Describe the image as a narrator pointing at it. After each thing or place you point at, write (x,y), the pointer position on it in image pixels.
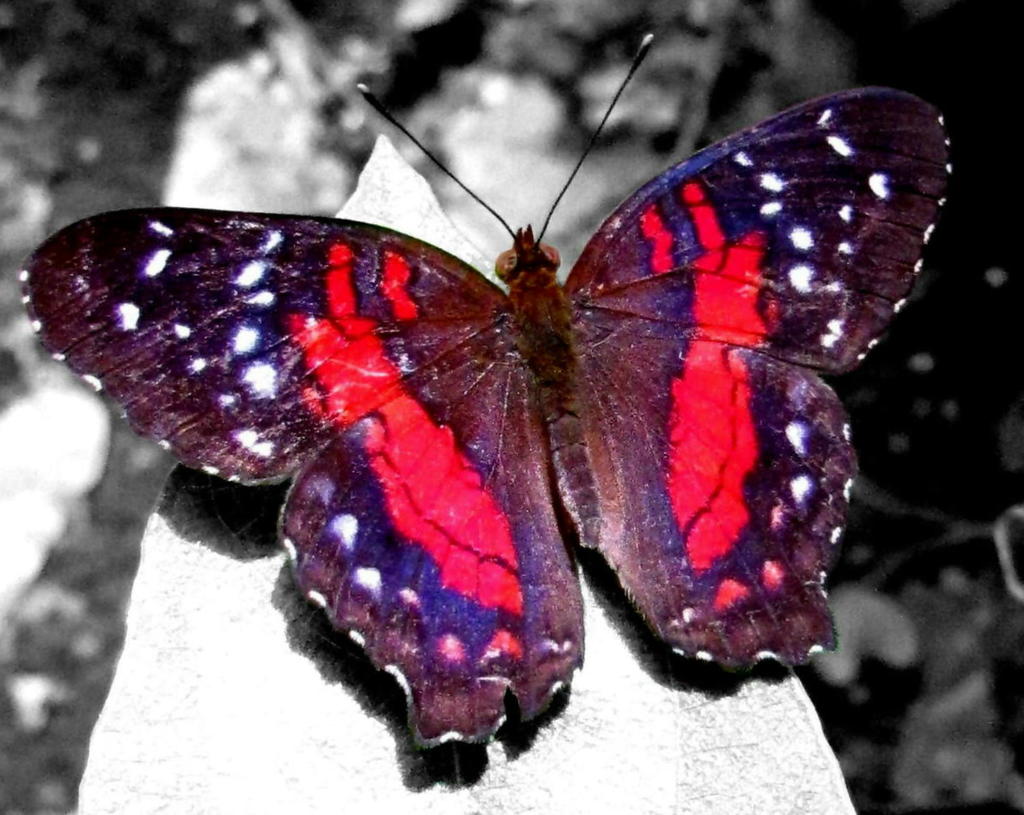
It is a beautiful butterfly (621,408) which is in red color.
